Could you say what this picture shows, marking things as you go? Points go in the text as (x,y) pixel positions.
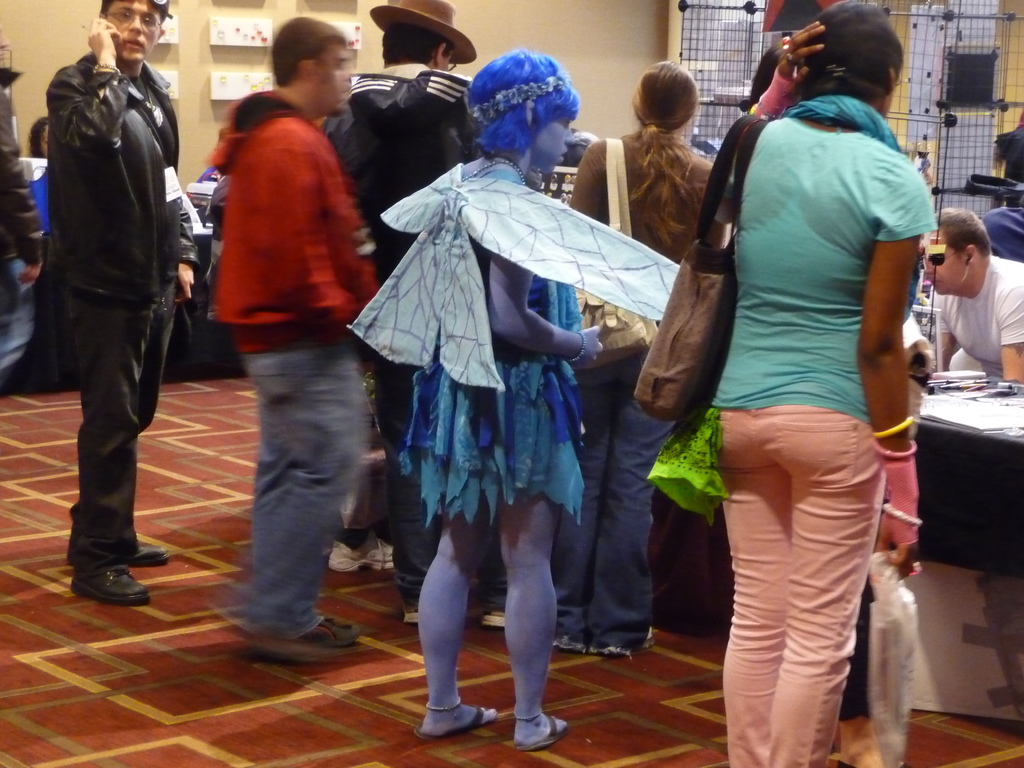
In this image we can see a girl (510,296) is standing and she is wearing blue color dress (516,452), beside her one more woman (801,366) is standing. She is wearing blue t-shirt (816,289) with pink pant (793,512) and carrying bag (685,319). Left side of the image (269,150) three men (274,180) are there. Behind the wall (569,27) and grid (918,6) is present. Right side of the image (958,461) one black color table (981,472) is there, on table (989,509) papers (975,402) are there. Behind the table (986,442) one man (982,310) is sitting, who is wearing white color t-shirt (968,308).
